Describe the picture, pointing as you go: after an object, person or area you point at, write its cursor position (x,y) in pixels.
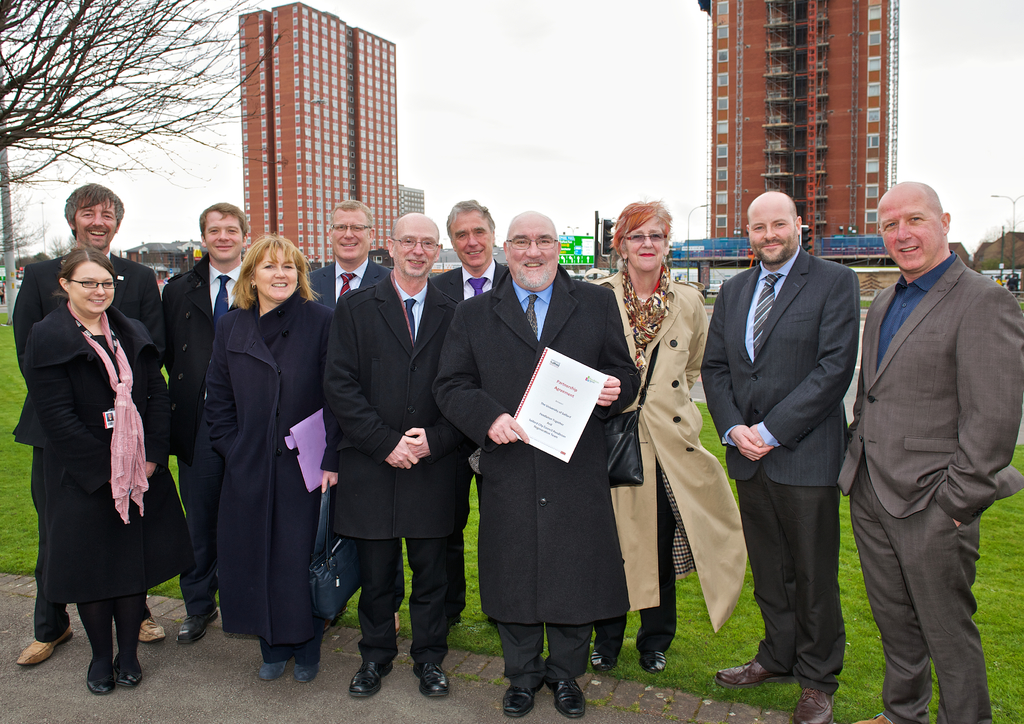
In the image there are few men (580,298) and women (123,377) in suits (790,352) standing in the front (583,650) and behind them there is grassland (852,598) and a tree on the left side (24,77) and in the background (296,105) there are buildings (373,159) and above its sky (543,78).
